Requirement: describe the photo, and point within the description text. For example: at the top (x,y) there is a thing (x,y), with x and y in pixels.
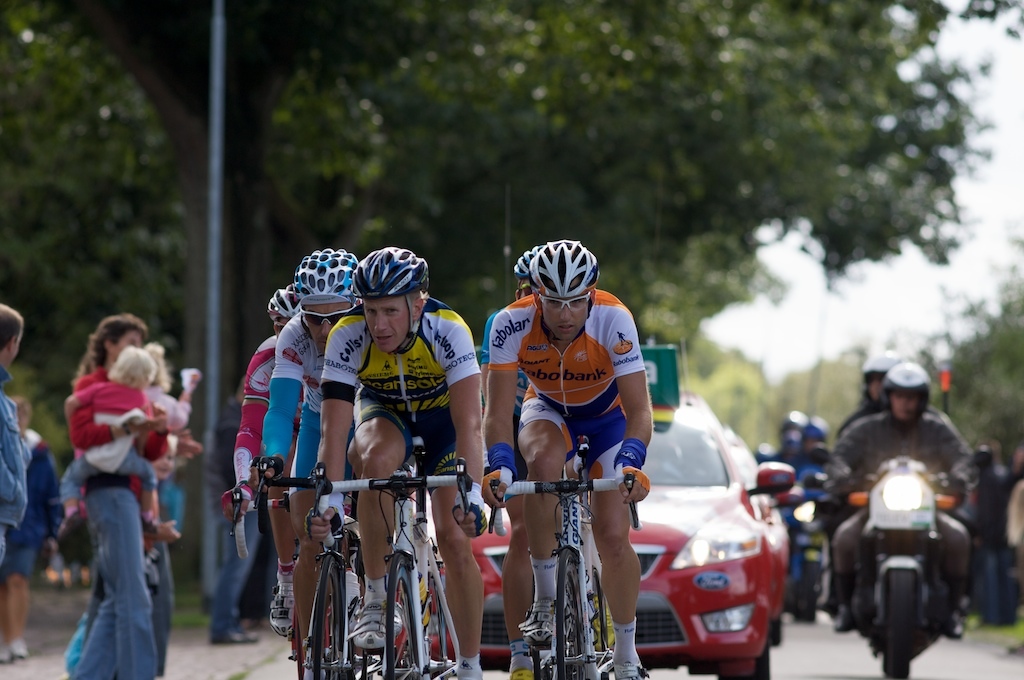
In this image in the center (468,390) there are persons (429,436) riding bicycles (414,526). In the background (773,481) there are vehicles (730,481), there are persons (133,453) standing and walking, there are trees (317,200) and there is a pole (214,190). On the right side (835,448) there are persons (847,438) riding bikes (818,500).
